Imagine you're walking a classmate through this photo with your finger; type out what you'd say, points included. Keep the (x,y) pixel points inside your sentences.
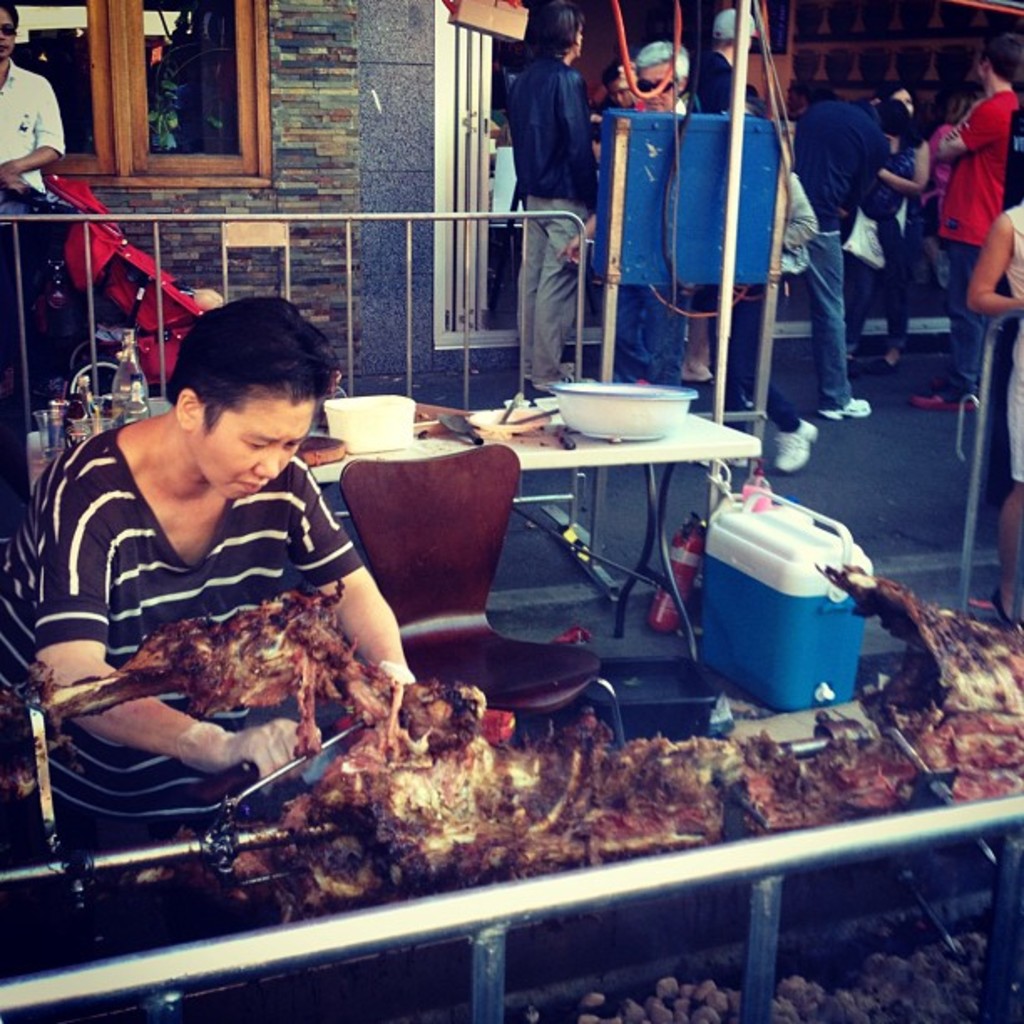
In this picture, we see a woman (249,499) is standing. In front of her, we see a rod (190,846) and the meat (517,791). At the bottom (494,923), we see the railing (581,879). Beside her, we see a chair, fire extinguisher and a water can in white and blue color. Behind her, we see a table (441,449) on which the bowls (602,395), spoons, plates (472,419), glass bottles (118,419) and wooden objects (310,444) are placed. Behind that, we see the railing (123,219) and a baby trolley (81,250). Beside that, we see a man (9,17) is standing. Behind him, we see a wall (343,156) and the windows (52,2). On the right side (929,157), we see the people (955,160) are standing. Beside them, we see a board (711,134) in blue color. In the background (602,58), we see a wall (809,55).
